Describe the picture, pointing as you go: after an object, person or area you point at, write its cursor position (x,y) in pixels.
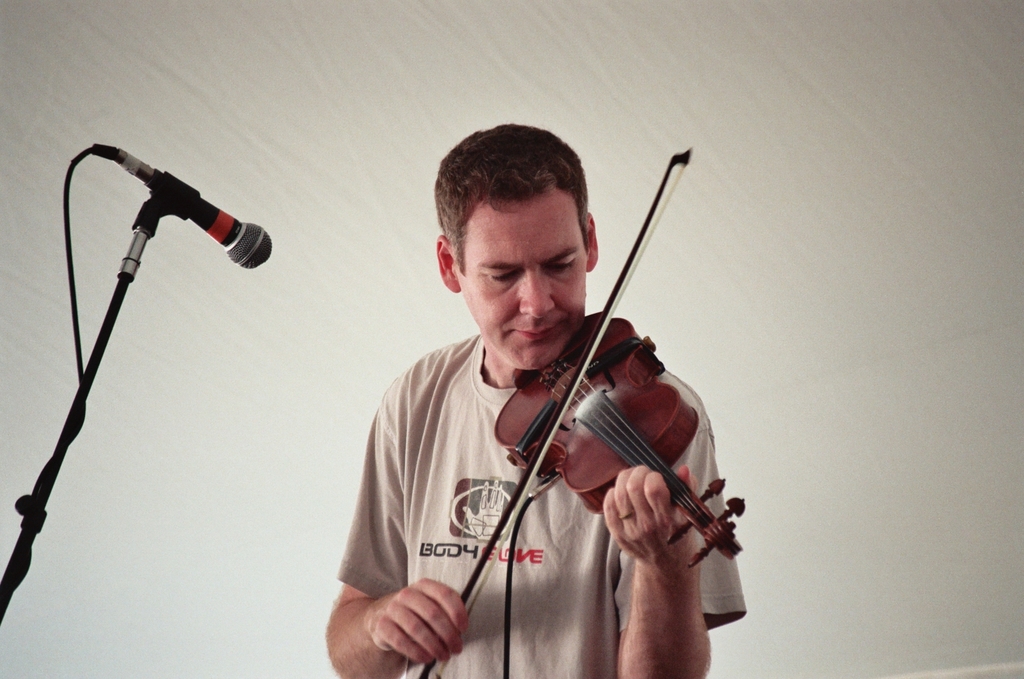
As we can see in the image there is a man (509,466) holding violin (621,449) and on the left side (172,208) there is a mic (172,208).
